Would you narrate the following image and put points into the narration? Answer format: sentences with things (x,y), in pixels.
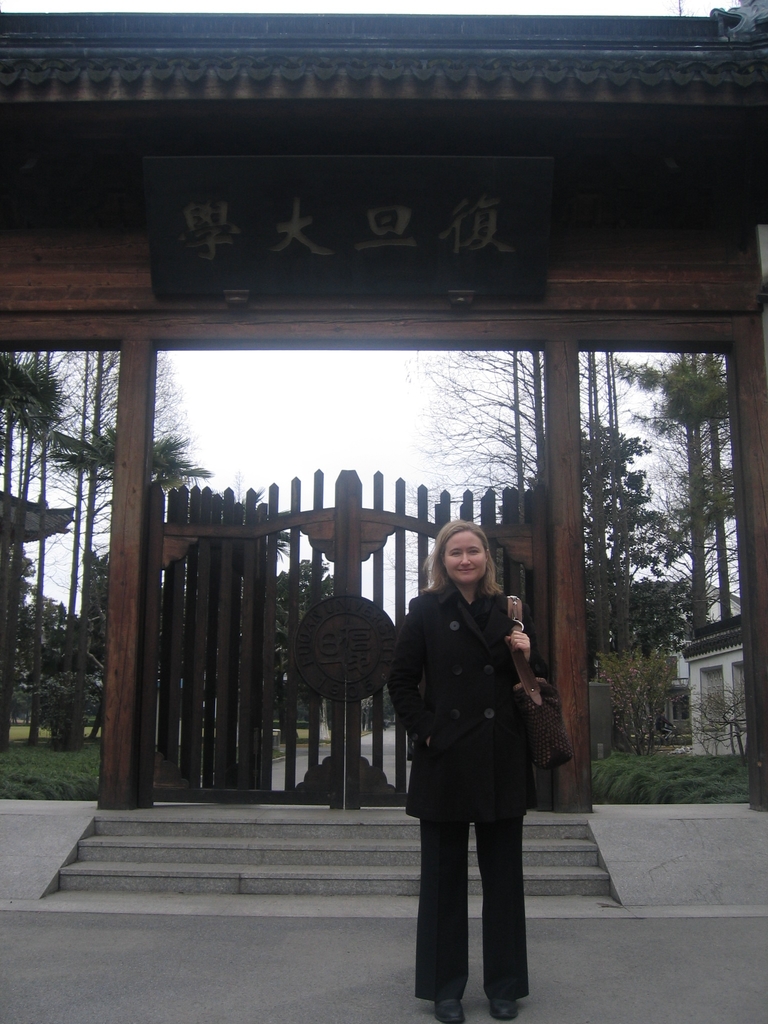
In this image there is a woman (450,772) standing on the ground (473,941). She is smiling. She is wearing a handbag (533,709). Behind her there is a gate (313,552). In front of the gate (251,803) there are steps (218,838). Behind the gate (227,575) there are trees (591,586) and grass (75,762) on the ground (1,761). To the right (693,678) there is a house (706,661). Above the gate (270,494) there is the sky (335,414). At the top (439,253) there is a board (346,193) to the wall (335,146).
